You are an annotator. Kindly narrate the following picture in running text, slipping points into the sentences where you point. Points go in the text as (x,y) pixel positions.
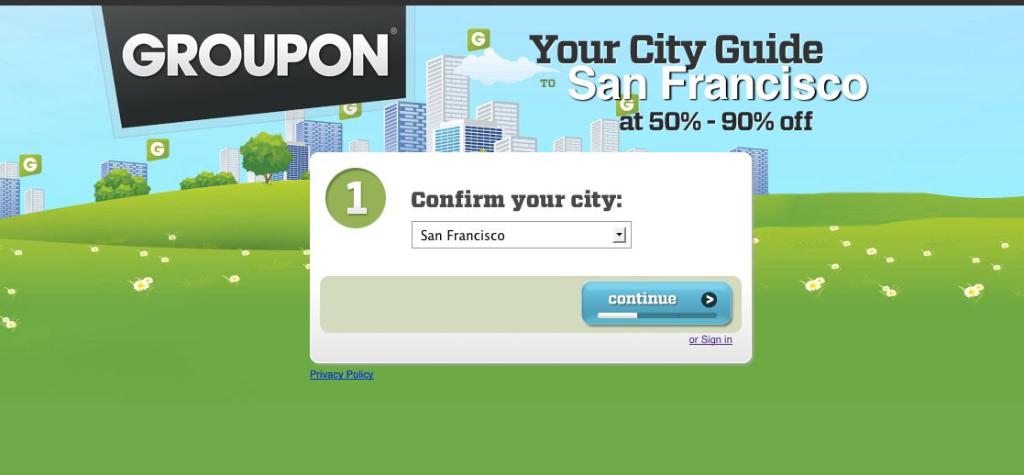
In this image I can see the digital art (328,256). I can see the ground (301,263). On the ground (124,324) there are the flowers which are yellow and white color. In the background (226,177) there are many trees (201,175), buildings (452,119), clouds (505,57) and the sky (546,97).
